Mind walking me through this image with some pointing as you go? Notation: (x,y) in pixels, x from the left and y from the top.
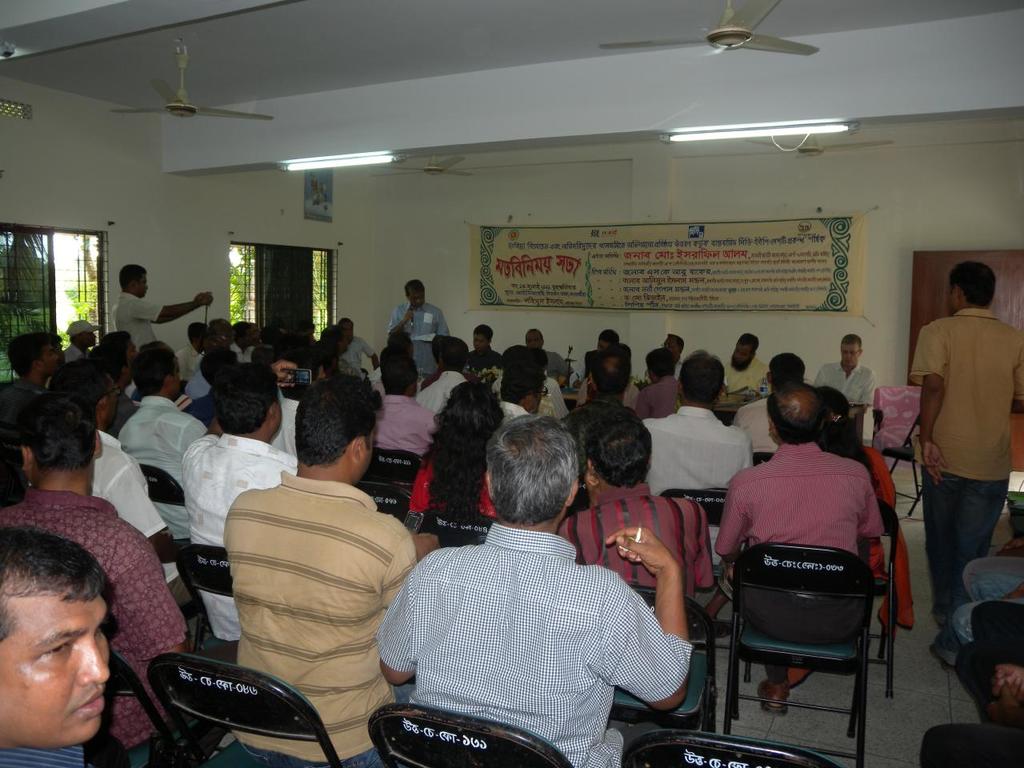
There are many people (349,499) sitting on chairs (652,594). In the back (566,197) there's a wall (549,219). On the wall (499,212) there is a banner (764,263). There are windows (95,235). On the ceiling (349,45) there are fans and tube lights (829,119). In the back (433,312) a person (424,315) is holding a mic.
